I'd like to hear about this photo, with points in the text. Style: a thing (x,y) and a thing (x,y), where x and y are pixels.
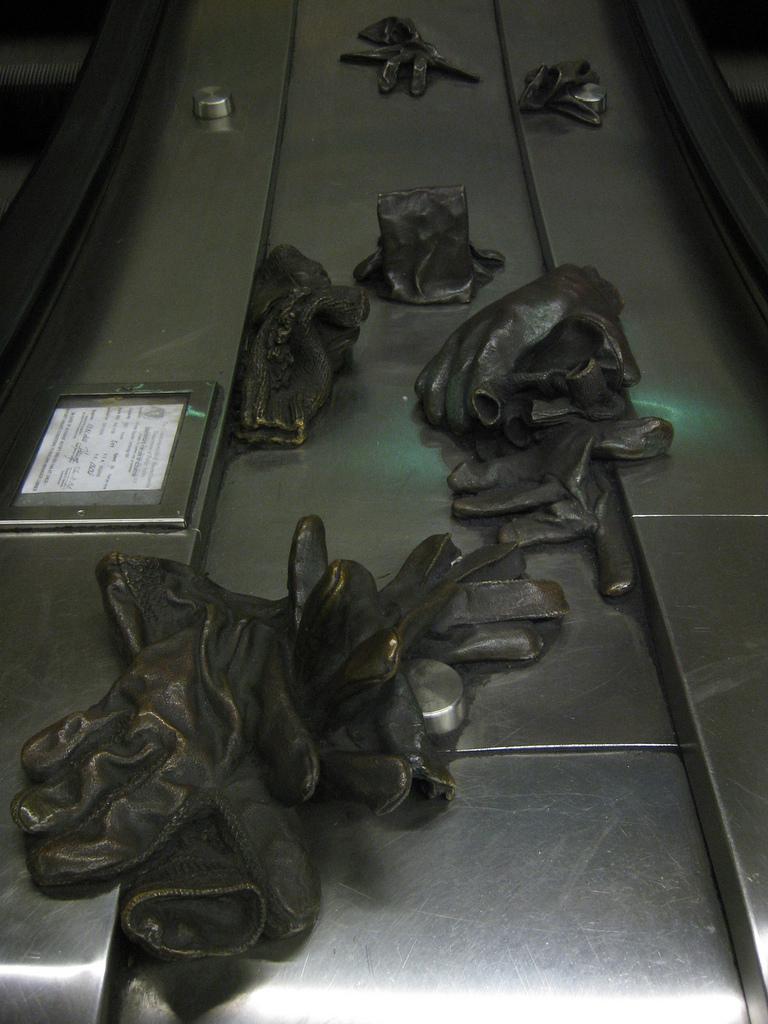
In this image we can see the hand gloves (533,313) on the metal panel (539,839). We can also see a paper (119,434) with text (119,434) on the left (144,464).
